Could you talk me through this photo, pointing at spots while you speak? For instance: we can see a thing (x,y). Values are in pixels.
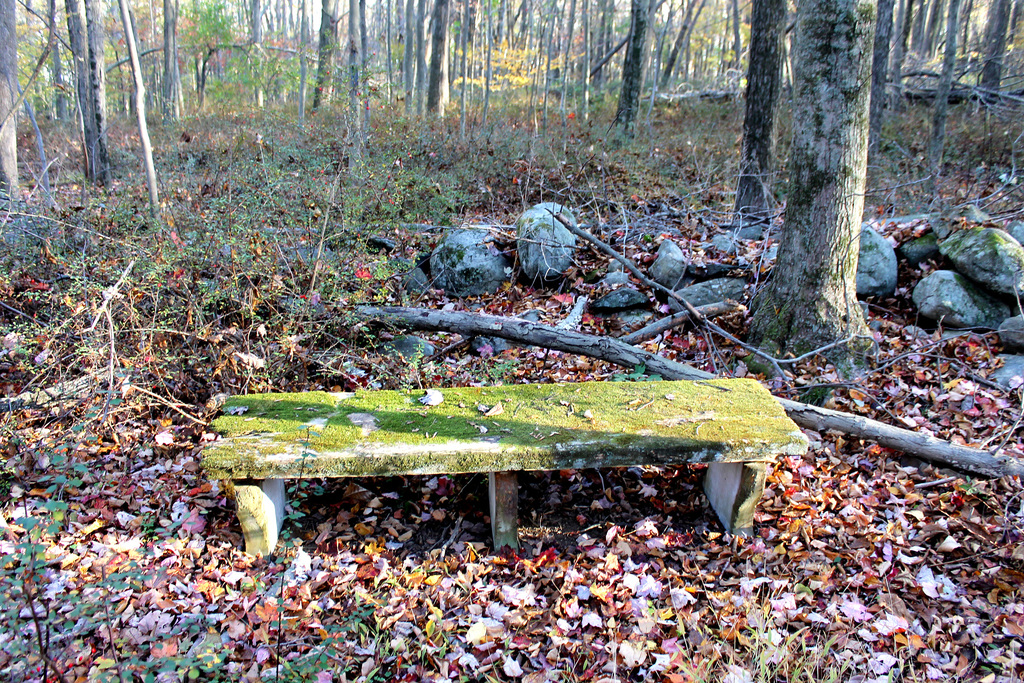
In this image there is a bench (750,436) on a land (752,578), in the background (671,277) there are stones (953,290) and trees (880,64).
